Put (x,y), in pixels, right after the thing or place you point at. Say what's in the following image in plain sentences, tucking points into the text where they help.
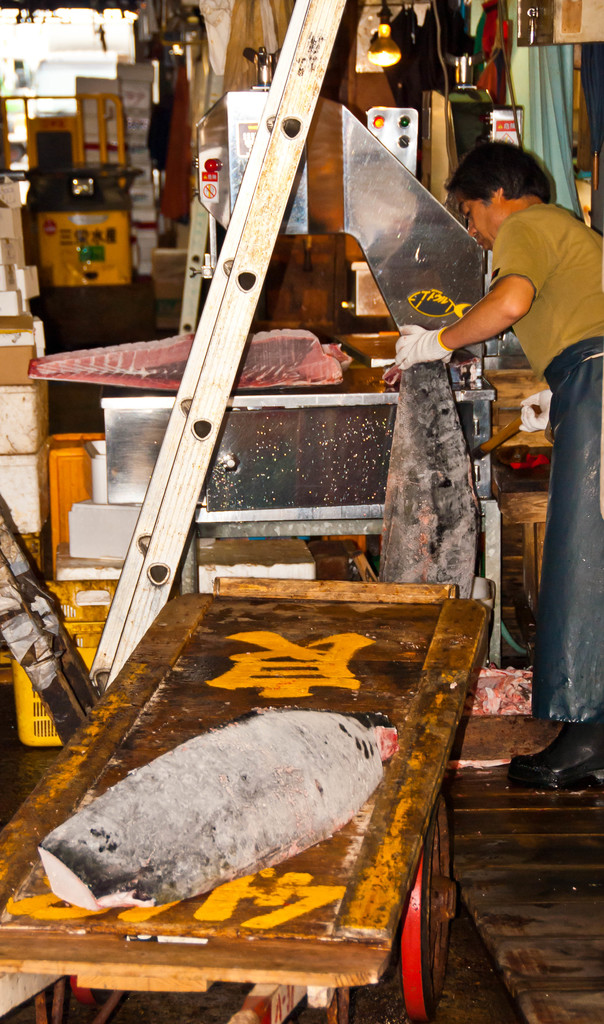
In this image I can see a person (492,185) is standing and holding something. I can see a trolley (215,895) and something is on it. Back I can see few objects (233,155), yellow basket (85,614) and the ladder (104,679).
